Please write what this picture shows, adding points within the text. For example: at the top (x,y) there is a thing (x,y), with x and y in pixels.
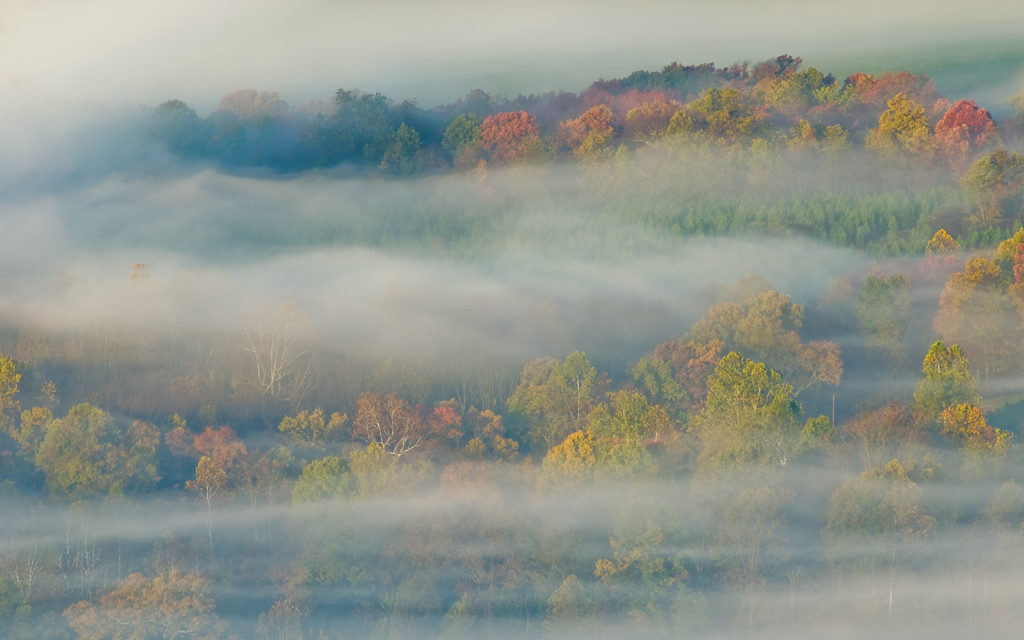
Here we can see clouds (507,213) and trees (478,433).
